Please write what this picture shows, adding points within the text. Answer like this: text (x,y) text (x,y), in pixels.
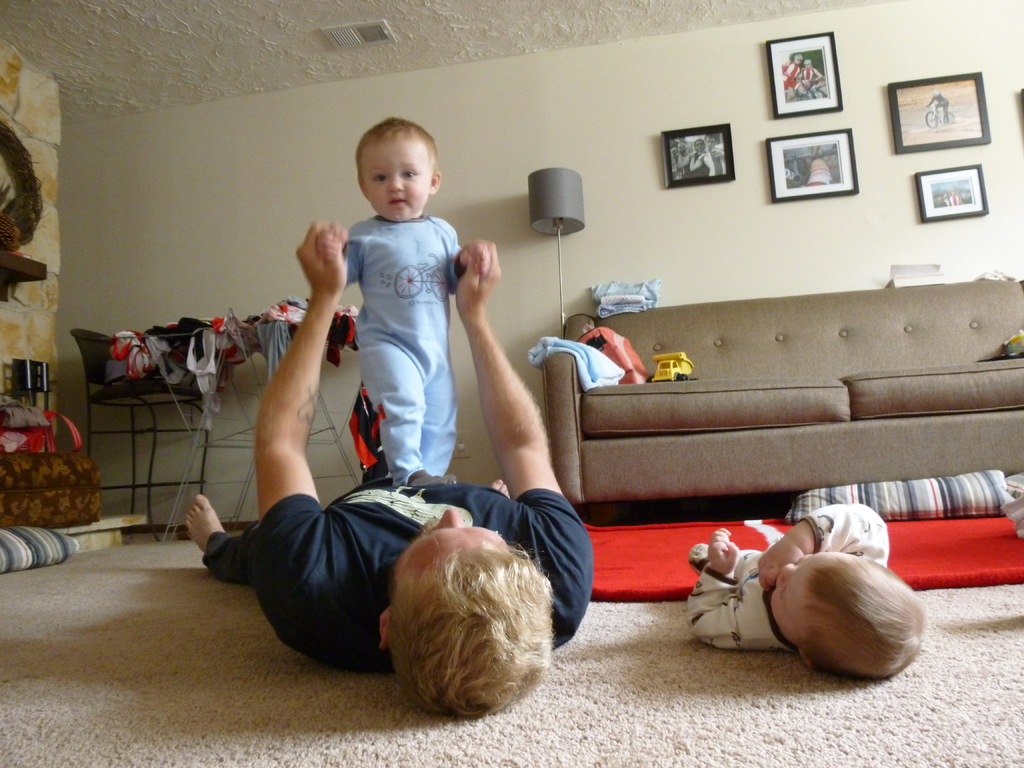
This picture shows a man (410,662) and a boy (714,575) lying on the floor (162,654) and we see other boy (375,312) standing on the man (339,295) and we see a sofa (713,347) and photo frames (919,122) on the wall (633,127) and we see few clothes (207,371).
